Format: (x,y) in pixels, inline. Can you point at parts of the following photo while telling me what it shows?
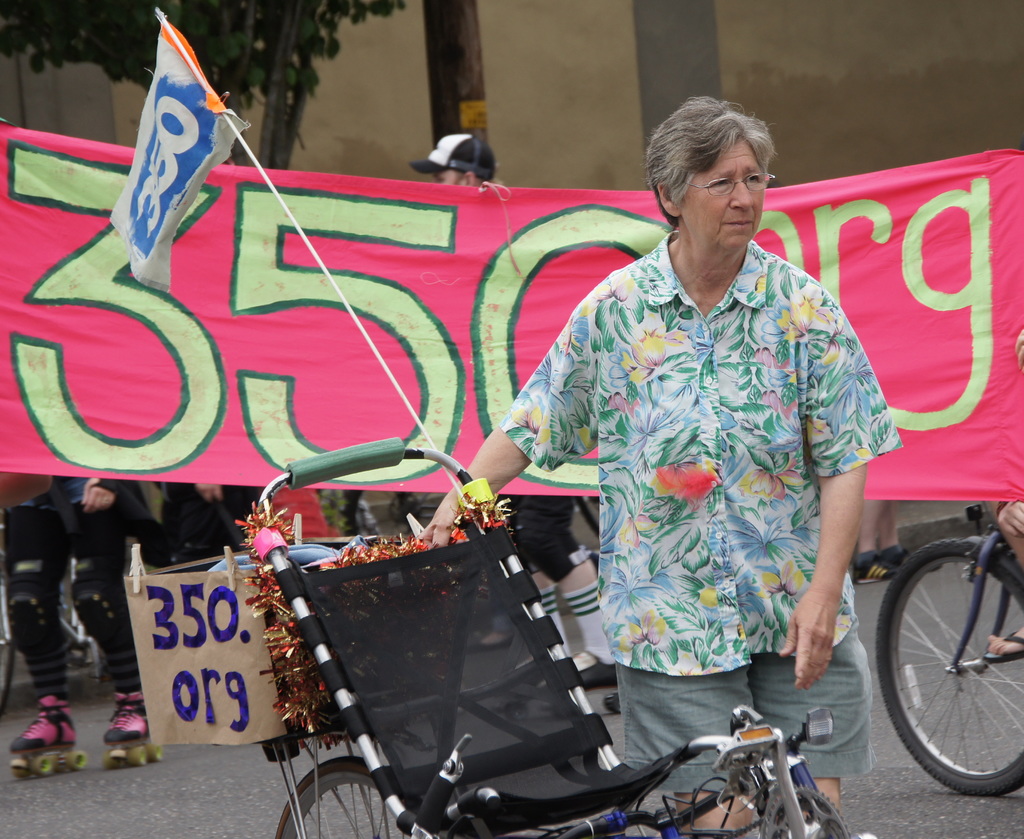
This is an outside view. Here I can see a person (699,586) wearing a shirt (763,611), short (736,681), standing on the road (876,826) by holding a bicycle (428,676). To this bicycle (464,558) a flag (226,153) is attached. In the background (216,452), I can see few people (65,481) and a banner (222,301) on which I can see some text (180,355). At the top (598,39) there is a wall (551,50) and a tree (251,46).
